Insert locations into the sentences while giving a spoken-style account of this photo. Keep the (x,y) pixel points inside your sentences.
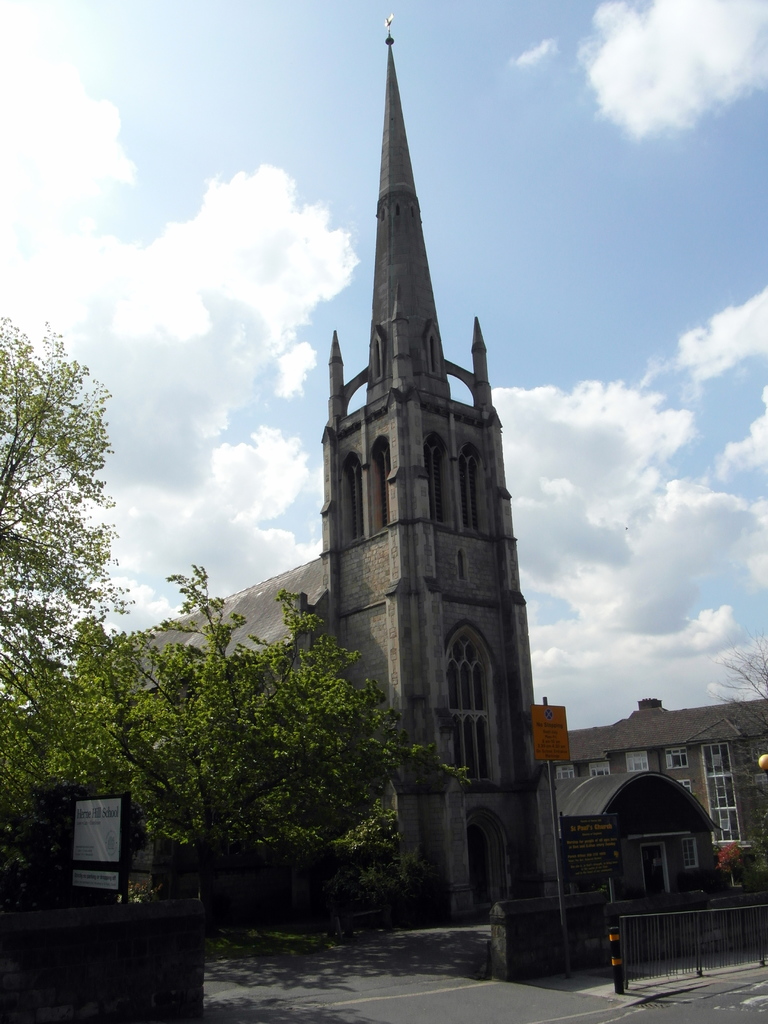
In the image there is a church (378,626) in the back (455,873) with a road (765,983) in front of it followed by buildings (666,792) beside it, there are trees (184,799) on the left side (228,736) and above its sky (148,235) with clouds (693,512).
